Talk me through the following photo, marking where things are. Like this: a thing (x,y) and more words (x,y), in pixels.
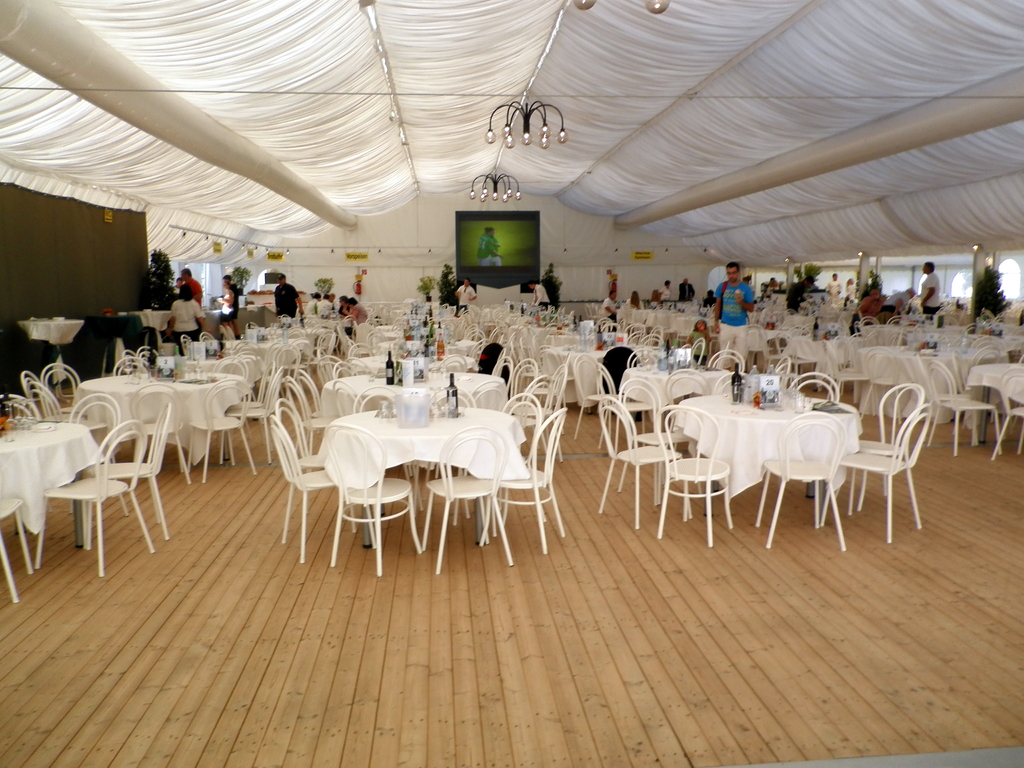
At the top of the picture (572,87) we can see it is decorated with a white cloth (540,158). these are the lights (533,106). Here we can see a screen (479,245). This is a floor (356,623). There are so many tables (757,422) and chairs (261,403) on the floor (249,495). On the table (544,332) we can see bottles (453,385). Here we can see so many persons (904,296) standing.
